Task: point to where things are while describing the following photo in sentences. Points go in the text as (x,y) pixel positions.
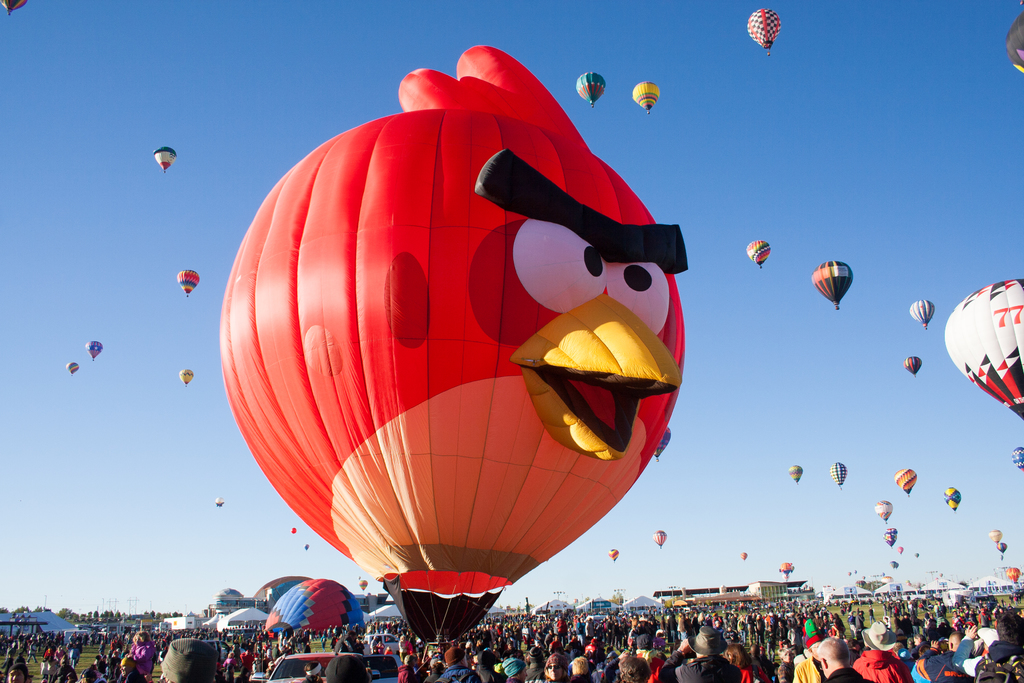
In this picture there are few people (532,639) standing on a greenery ground (667,638) and there are few gas balloons (675,333) where one among them is in the shape of angry bird (552,260) is in the sky (719,194).
